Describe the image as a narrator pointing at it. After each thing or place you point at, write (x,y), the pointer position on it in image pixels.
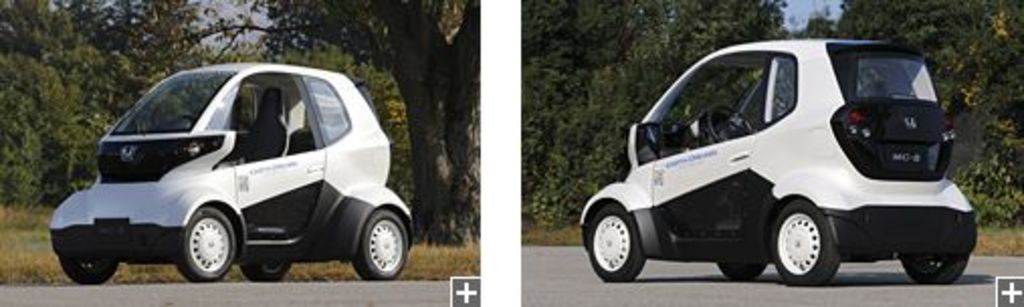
In this picture I can see collage of two pictures in the first picture I can see a car (297,183) and trees (158,68) in the back (159,49) and in the second picture I can see a car (801,238) in another direction and I can see trees (689,54) in the back (626,107) and the car (346,137) is white and black in color.
